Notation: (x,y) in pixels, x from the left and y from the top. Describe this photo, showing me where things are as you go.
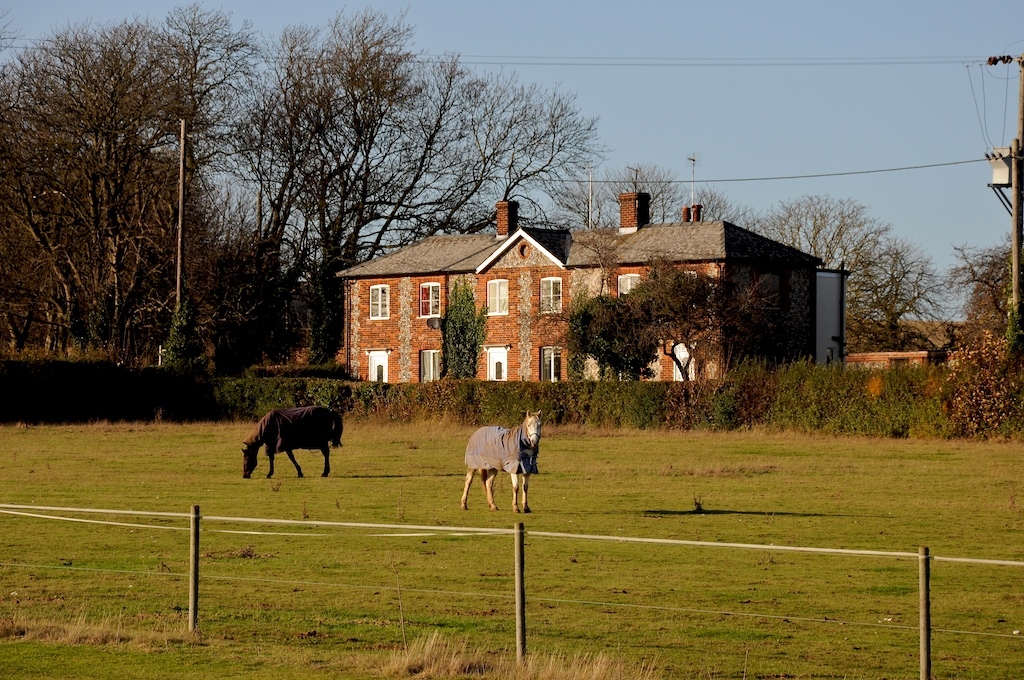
In the center of the image (357,449) there are horses (493,496) on the grass (511,536). In the background of the image (527,268) there is house (534,237). There are trees (312,160). There is pole (182,175). At the top of the image (463,44) there is sky (442,13). In front of the image there is fencing (131,511).
